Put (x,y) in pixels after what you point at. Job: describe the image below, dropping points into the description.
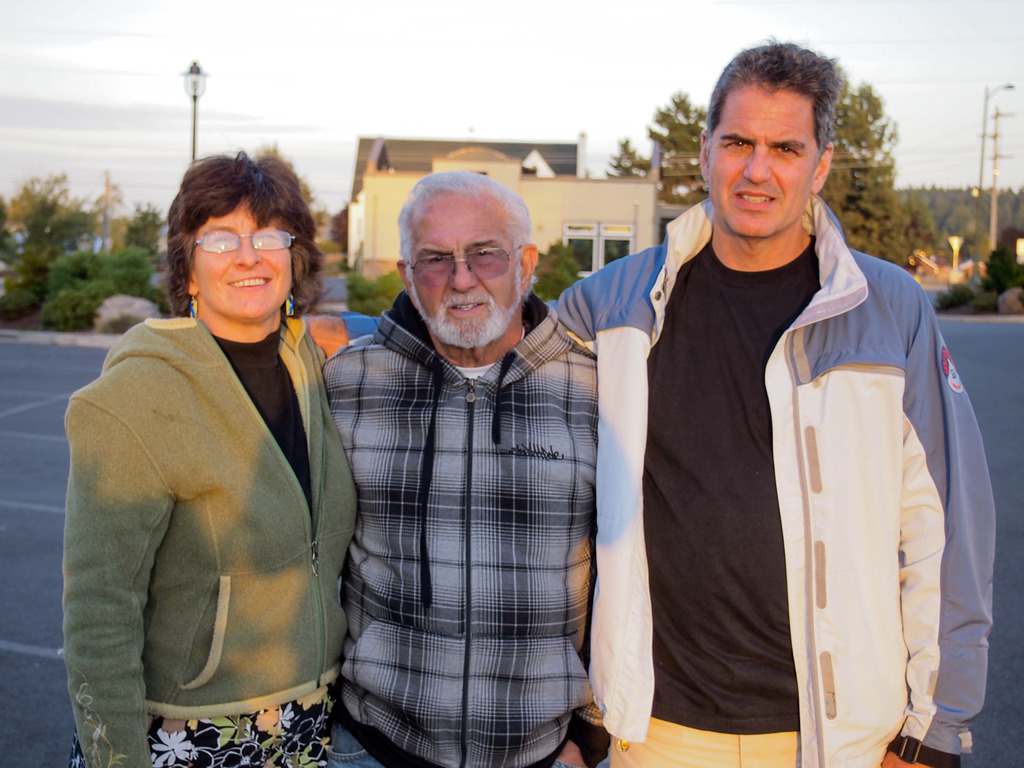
In this image we can see three persons (563,400) standing, and behind them, we can see a house (501,154), trees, light poles (193,101) and we can also see the sky (297,67).
